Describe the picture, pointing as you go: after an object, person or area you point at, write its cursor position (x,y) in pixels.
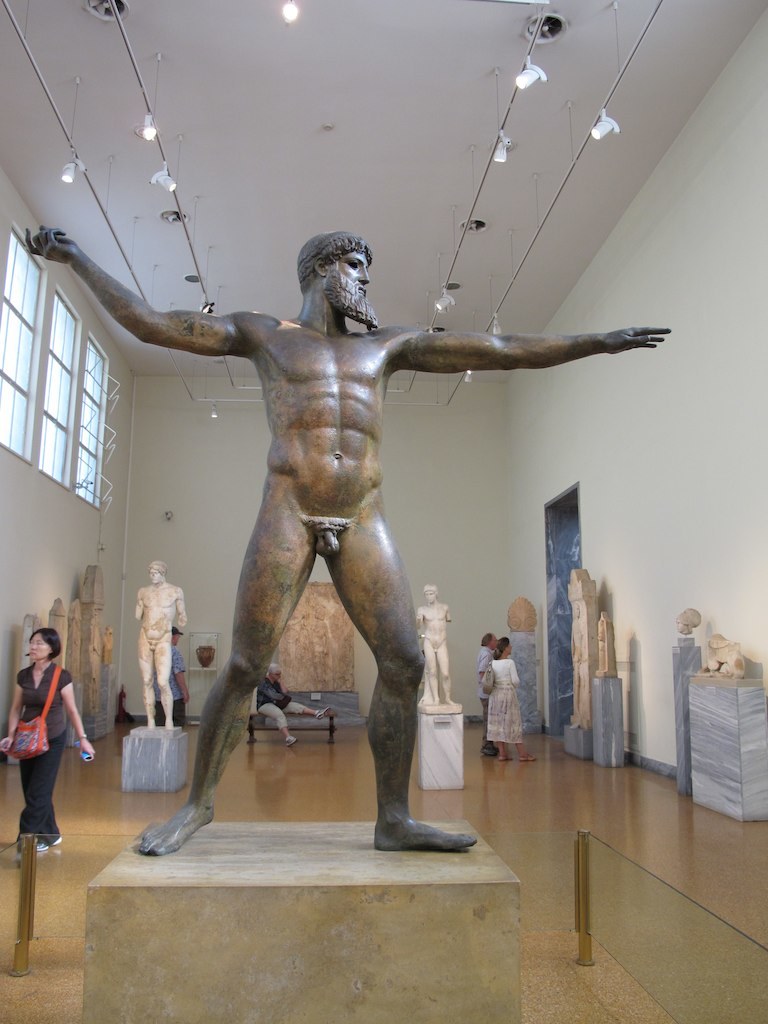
In the picture we can see a sculpture (407,753) of a man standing on the stone (503,986) in nude and behind it also we can see two men sculptures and beside it, we can two people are standing and a woman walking with a red colored bag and to the wall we can see a glass window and to the ceiling (272,192) we can see some lights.
